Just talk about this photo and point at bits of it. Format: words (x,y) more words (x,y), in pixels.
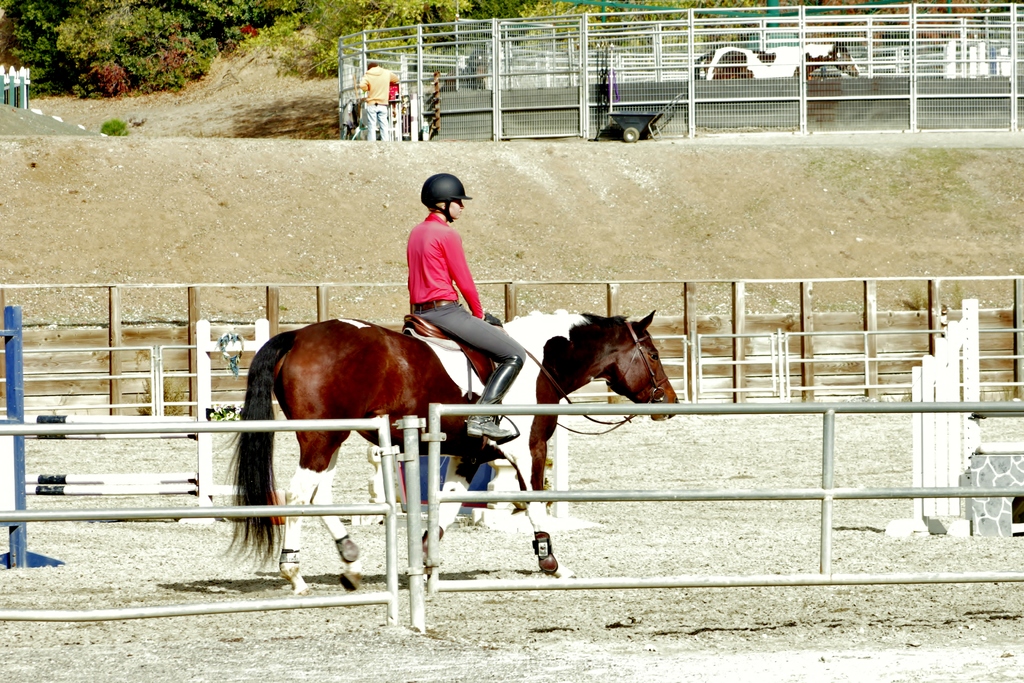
In this image we can see a person (410,257) wearing red color dress (436,270), helmet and long boots (498,386) is sitting on the horse (332,454). Here we can see the fence (859,403), a person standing here, a horse (816,60) in the shed (690,74) and trees (64,64) in the background (76,48).
